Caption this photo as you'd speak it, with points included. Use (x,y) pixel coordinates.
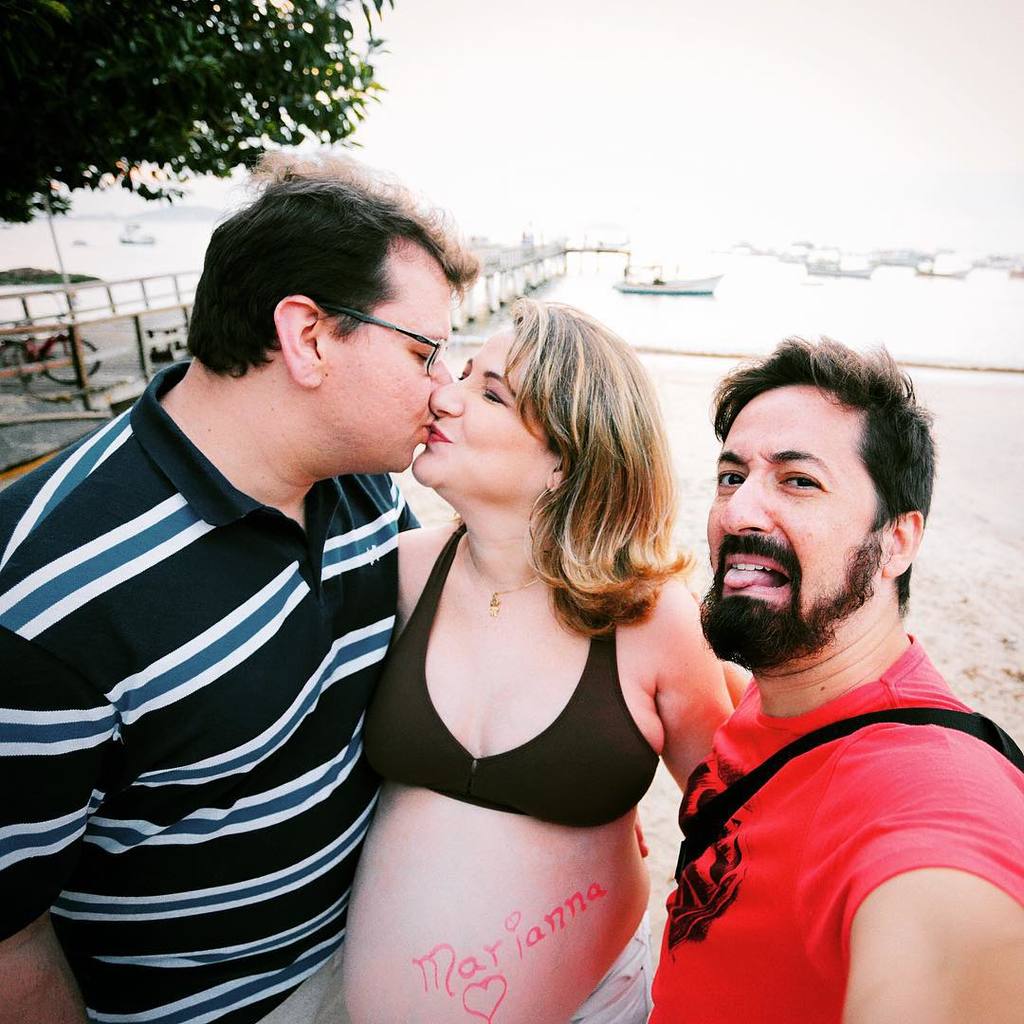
In this image we can see two men (202,729) and women (464,777) standing on the sand (650,819). In the background (610,299) we can see boats (655,285), sea (609,284), tree (200,42), bridge (533,256) and cycle (48,350).
